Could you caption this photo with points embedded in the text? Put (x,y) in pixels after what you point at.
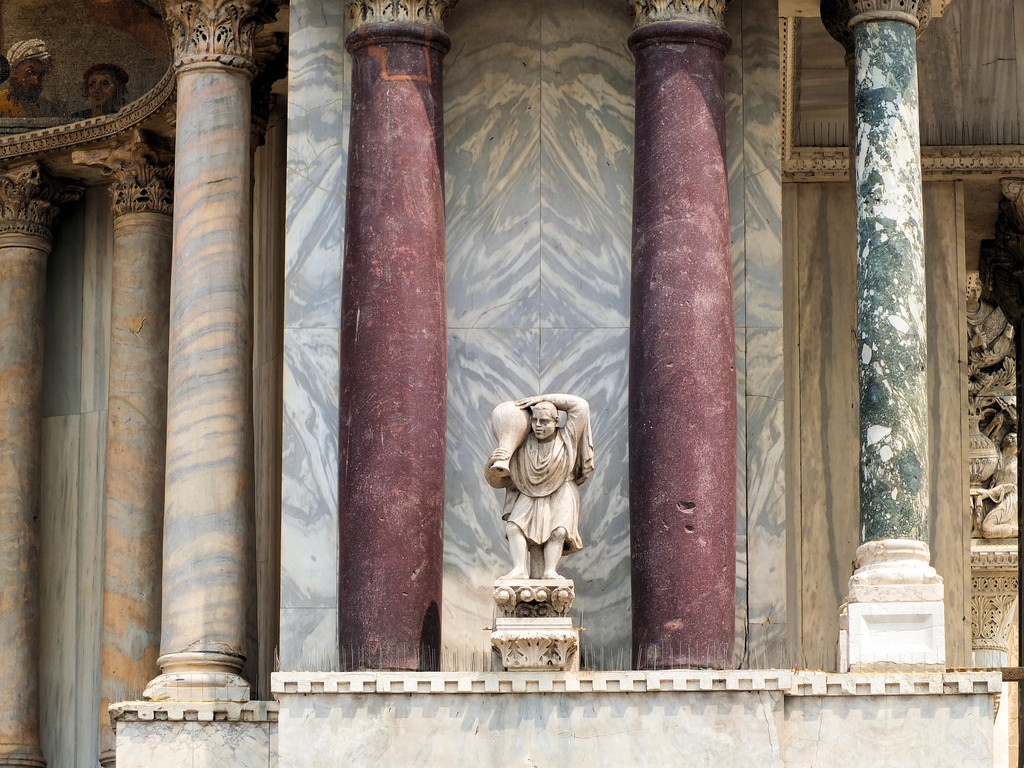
In the middle of this image (555,473) there is a statue (531,475) of a person (536,535). On both sides of this statue (533,444) I can see the pillars (726,514). In the background (477,283) there is a wall (543,189).
